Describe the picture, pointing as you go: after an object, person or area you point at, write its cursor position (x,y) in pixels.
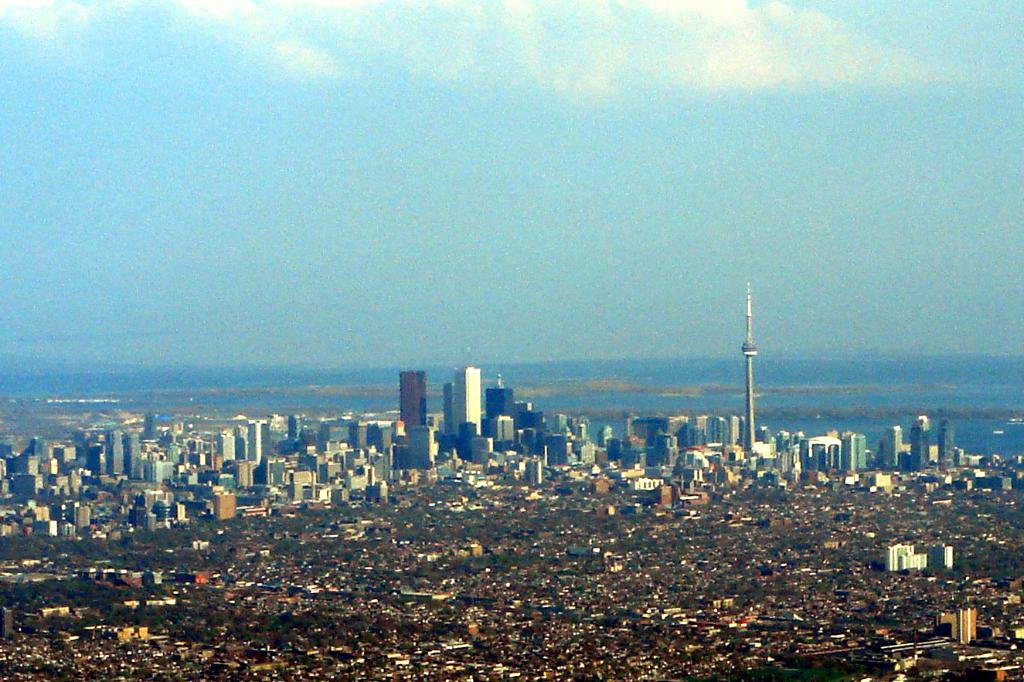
In this image there is the sky (577,154) towards the top of the image (577,154), there are clouds (600,78) in the sky (521,108), there are buildings (587,445), there are skyscrapers (463,443), there is a tower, there are trees (587,594).
